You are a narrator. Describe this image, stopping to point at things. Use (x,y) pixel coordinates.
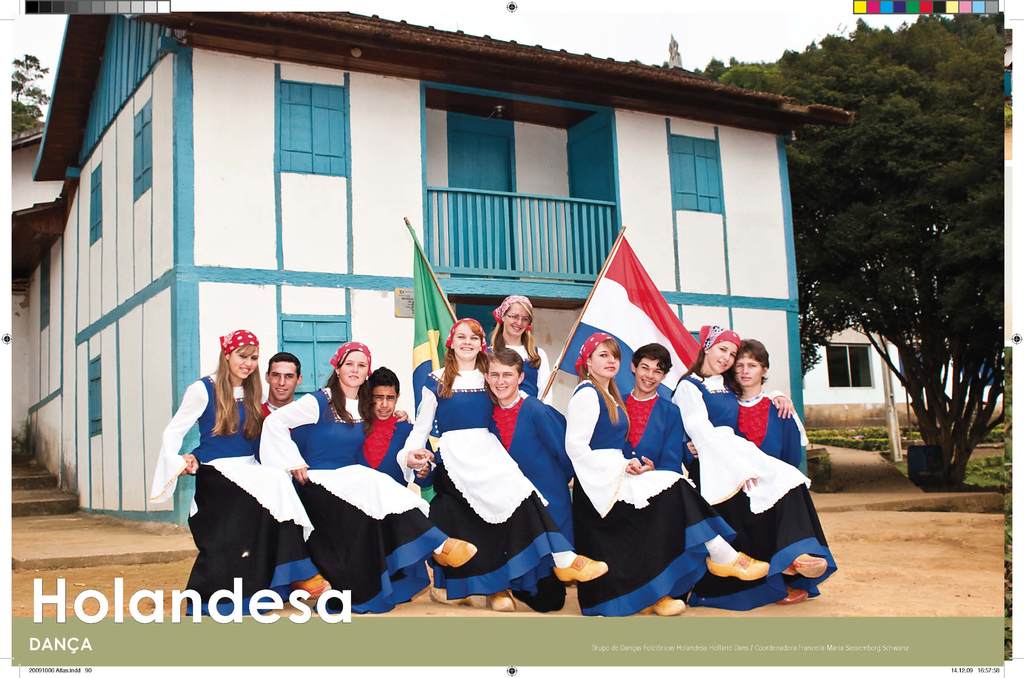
In this image I can see a group of boys (574,480) are holding the beautiful girls (437,480), behind them a beautiful girl (508,341) is holding the two flags (576,358) and there is a house (495,255) in white and blue color. On the right side (923,187) there is a tree (990,232), at the top (590,42), it is the sky (573,32).
